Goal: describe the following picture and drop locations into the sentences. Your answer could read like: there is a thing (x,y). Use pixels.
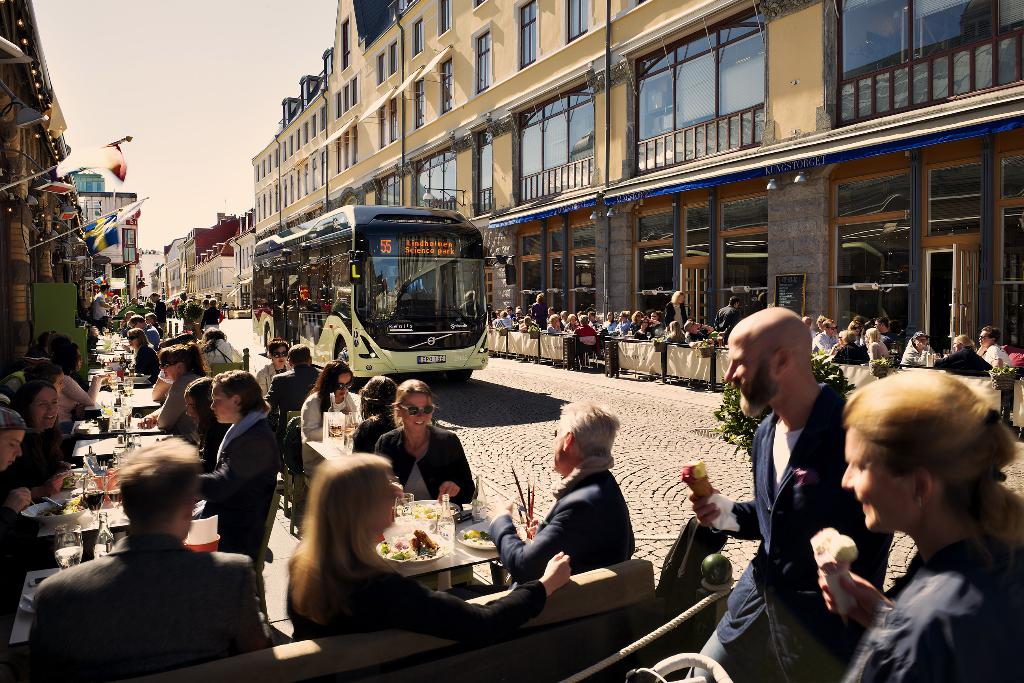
As we can see in the image there are group of people (360,534) here and there, bus (379,311), flags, buildings (367,197), sky (241,150), chairs (298,477) and tables (112,393). On tables (108,465) there are bottles (103,547), glasses (57,545) and dishes (67,514).
